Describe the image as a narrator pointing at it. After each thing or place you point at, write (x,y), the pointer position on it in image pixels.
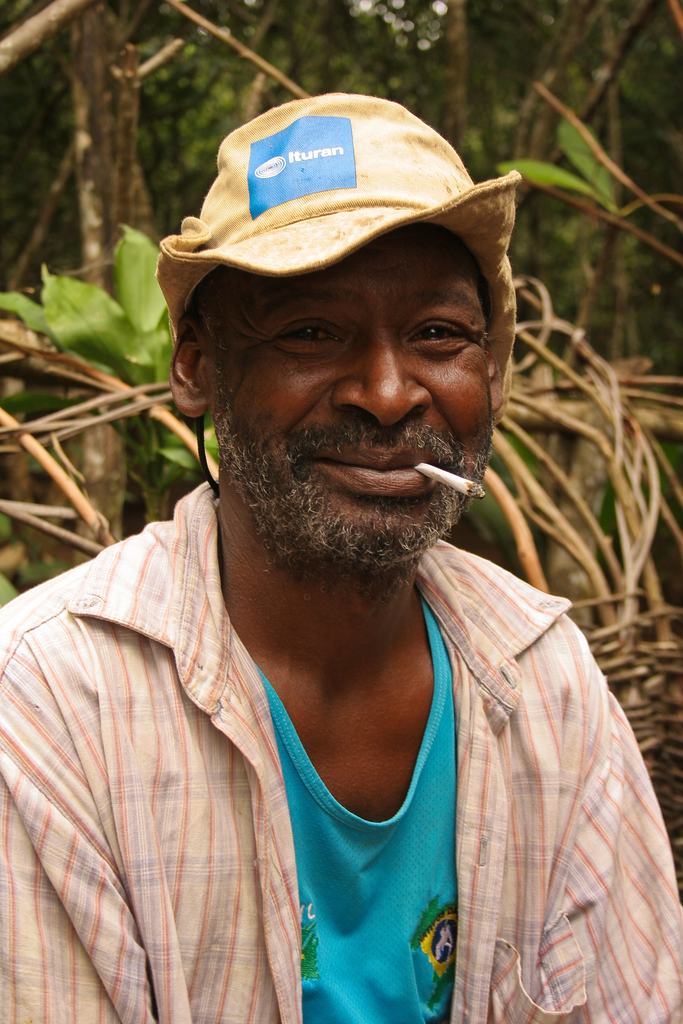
This image is taken outdoors. In the background (159,458) there are a few trees (595,483) and plants (609,493) with leaves (610,502), stems (633,631) and branches (633,631). In the middle of the image (309,594) there is a man (284,908) with a cigarette (472,488) in his mouth (422,487) and he is with a smiling face (408,479).
